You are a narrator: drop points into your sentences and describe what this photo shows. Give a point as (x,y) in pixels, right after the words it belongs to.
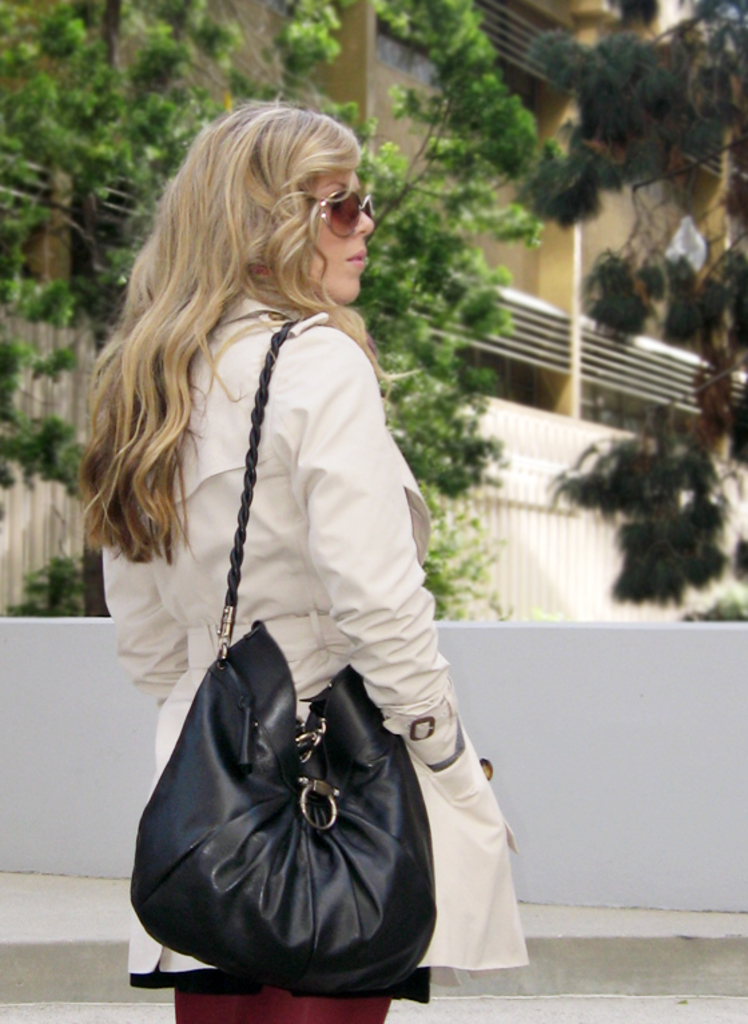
In this picture we can see a woman (264,428) wore goggles (326,198) carrying bag (218,681) and standing on a floor (572,1000) and in the background (588,736) we can see wall (561,680), trees (484,322), building (620,236), railings (536,63).
